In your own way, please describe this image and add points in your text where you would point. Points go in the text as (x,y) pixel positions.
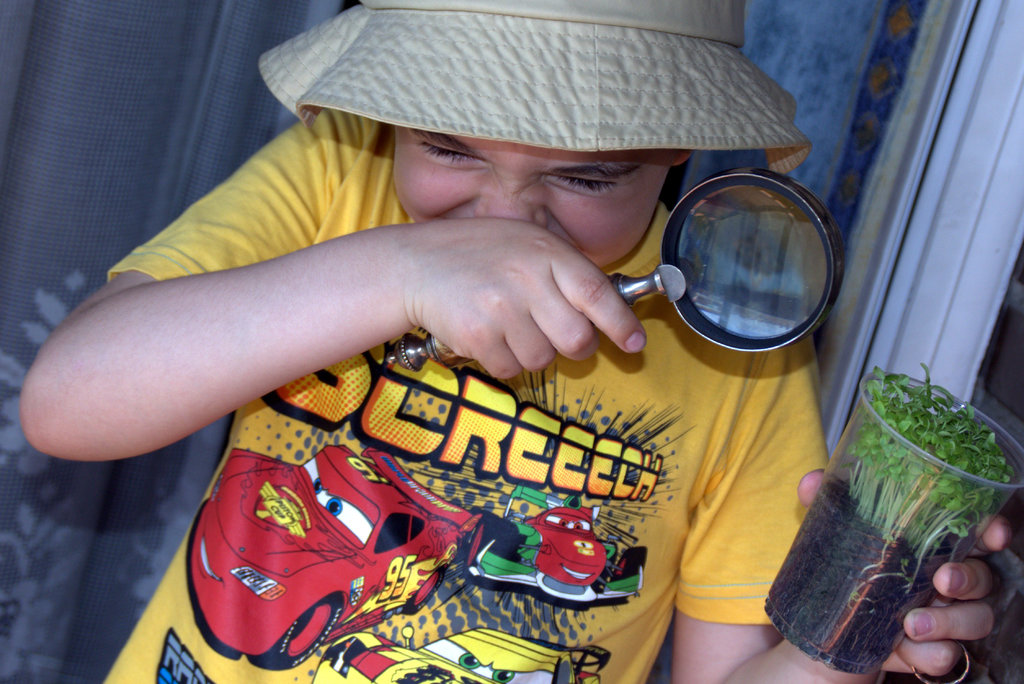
In this image there is a boy (388,154) wearing a hat (544,88), in one hand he is holding a glass (868,538), in that glass (935,528) there are small plants (901,489), in other hand (486,274) he is holding a magnifying glass (761,312), in the background (842,60) there is a curtain (806,77).
